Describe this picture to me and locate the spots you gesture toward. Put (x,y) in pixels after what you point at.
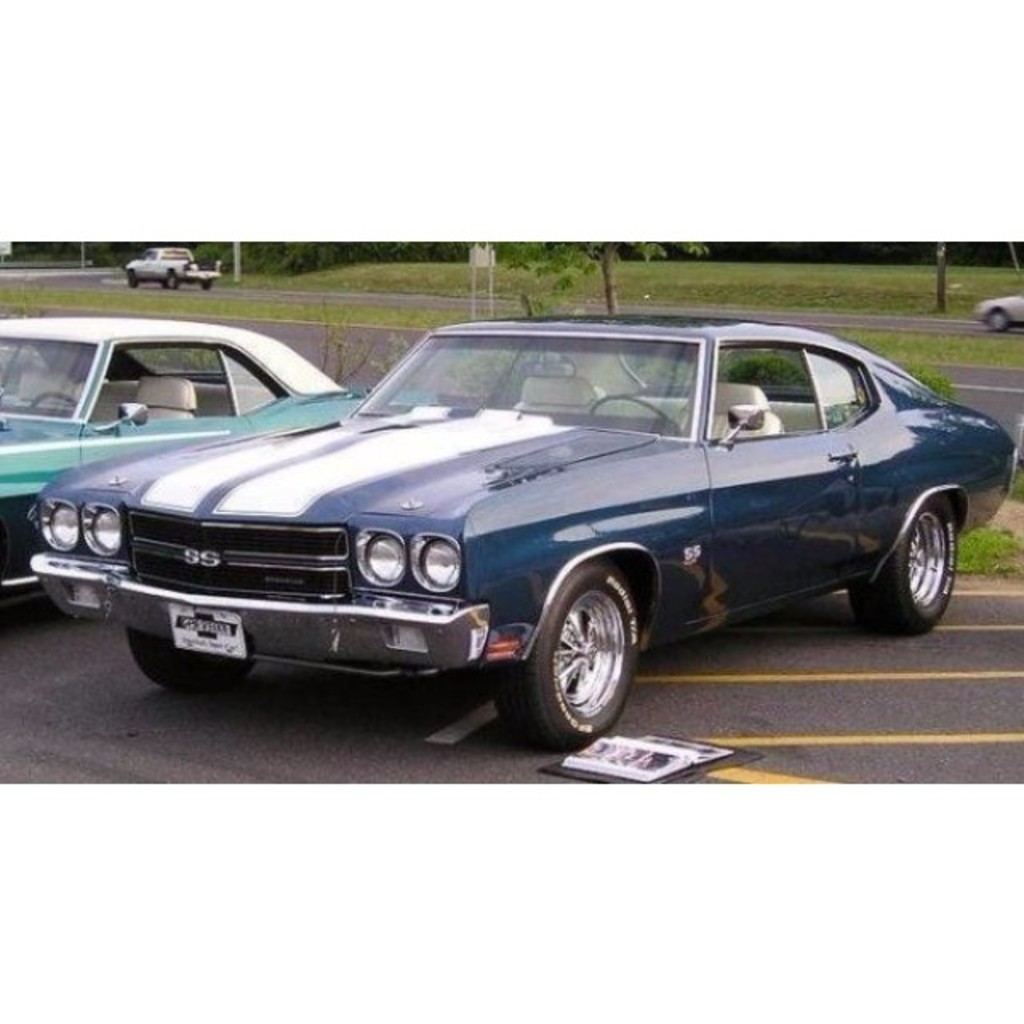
In this image there are two vehicles (671,504) are parked, two (134,265) are moving on the road (518,301). There are trees (566,284), sign board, grass (619,298) and there is an object (743,762) on the road (756,676).
